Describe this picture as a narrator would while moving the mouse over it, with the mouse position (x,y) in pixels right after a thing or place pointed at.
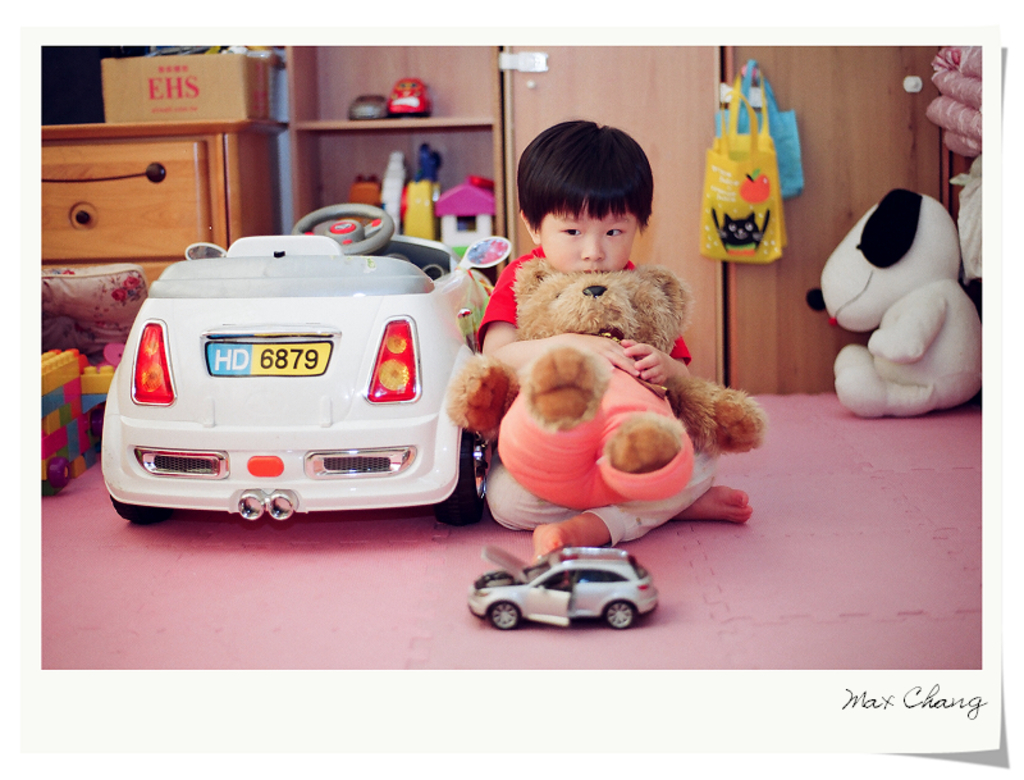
In the image we can see a child (628,358), sitting, wearing clothes (689,355) and holding a teddy (595,421) in hands (645,379). There are toy cars (351,380) and toys (856,294) around. Here we can see wooden shelves (452,143), the box (182,102), bags (729,182) and wooden cupboards (656,81).
